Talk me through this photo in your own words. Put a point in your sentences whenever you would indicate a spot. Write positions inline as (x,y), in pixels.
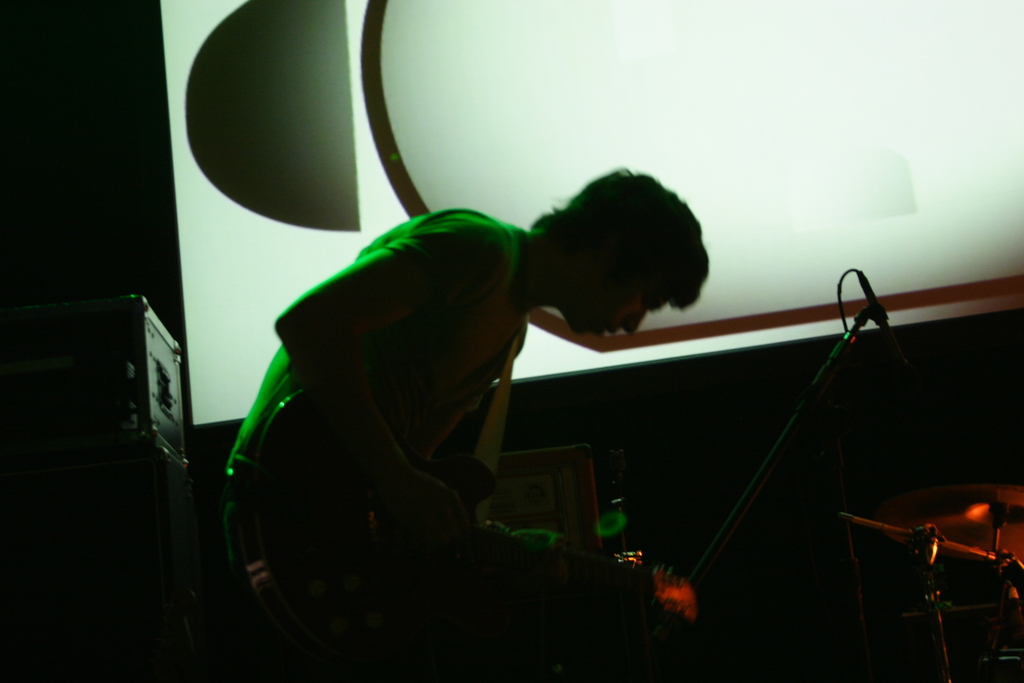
In this image there is a person (434,400) holding a guitar (443,544) and in front of him there is a mike (797,420) and some other musical instruments (934,524) and beside him there is an LCD screen (675,112).
